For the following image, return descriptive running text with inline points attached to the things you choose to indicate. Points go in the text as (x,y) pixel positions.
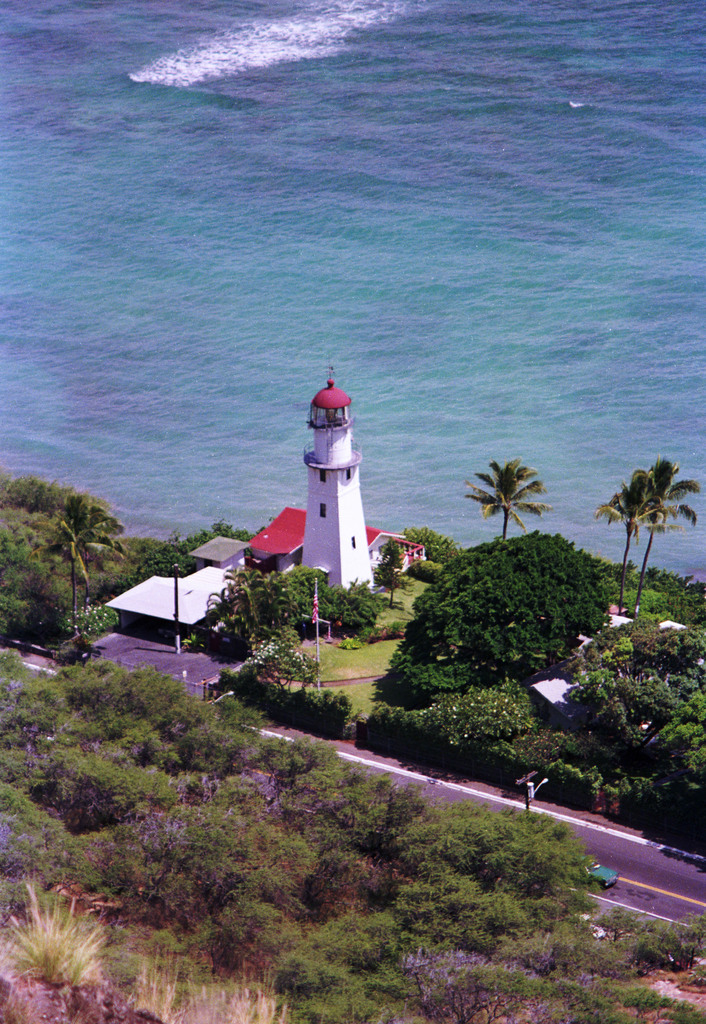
In the image we can see there are lot of trees (127,576) in the area and there is a light house (328,510). There are buildings (250,545) and behind there is an ocean (329,323).
